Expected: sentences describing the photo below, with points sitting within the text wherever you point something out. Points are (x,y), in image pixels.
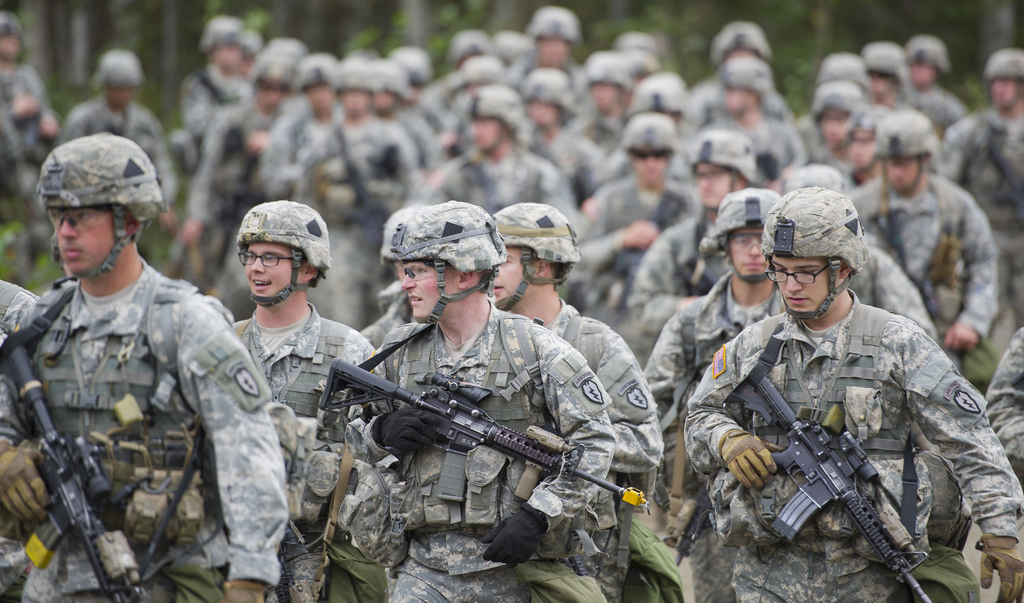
In this image, I can see groups of people (148,297) holding weapons (468,441) and standing. I think they are soldiers (158,403). They wore bullet proof jackets (507,464), helmets (446,265), shirts (435,568) and trousers (486,594).
